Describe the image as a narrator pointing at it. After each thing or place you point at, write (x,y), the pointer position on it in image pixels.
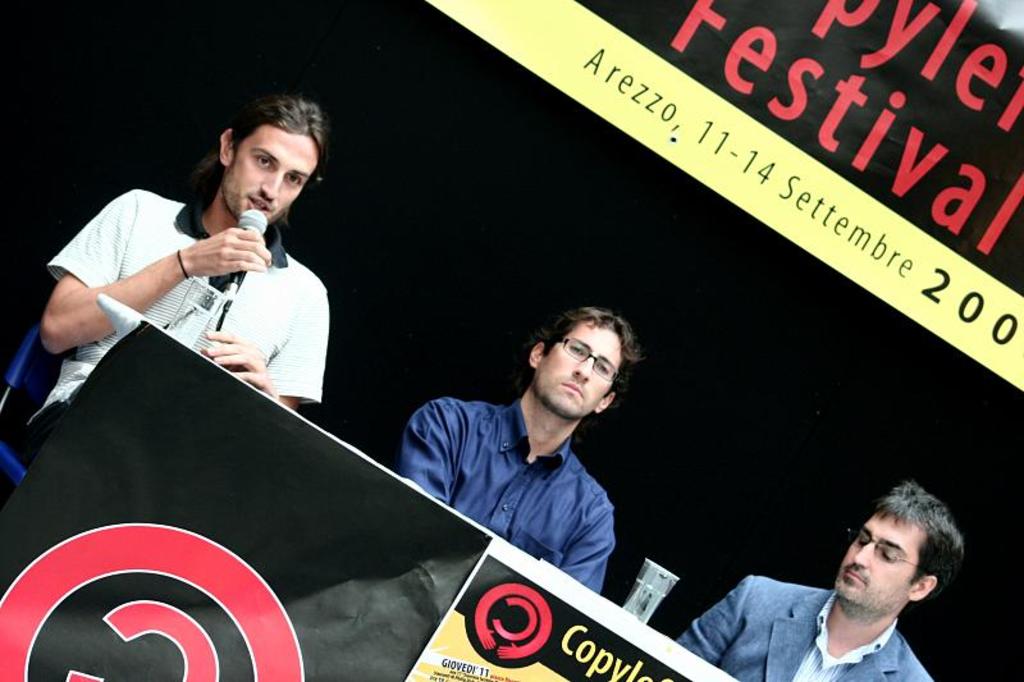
At the bottom of the picture (328,558) we can see banner (519,609), table (613,609) and glass (638,598). In the middle of the picture (583,413) there are people (424,429) sitting in chairs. On the left (214,180) we can see a person (250,234) holding mic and talking. At the top (824,58) towards right (748,58) it is looking like a banner (830,74).
